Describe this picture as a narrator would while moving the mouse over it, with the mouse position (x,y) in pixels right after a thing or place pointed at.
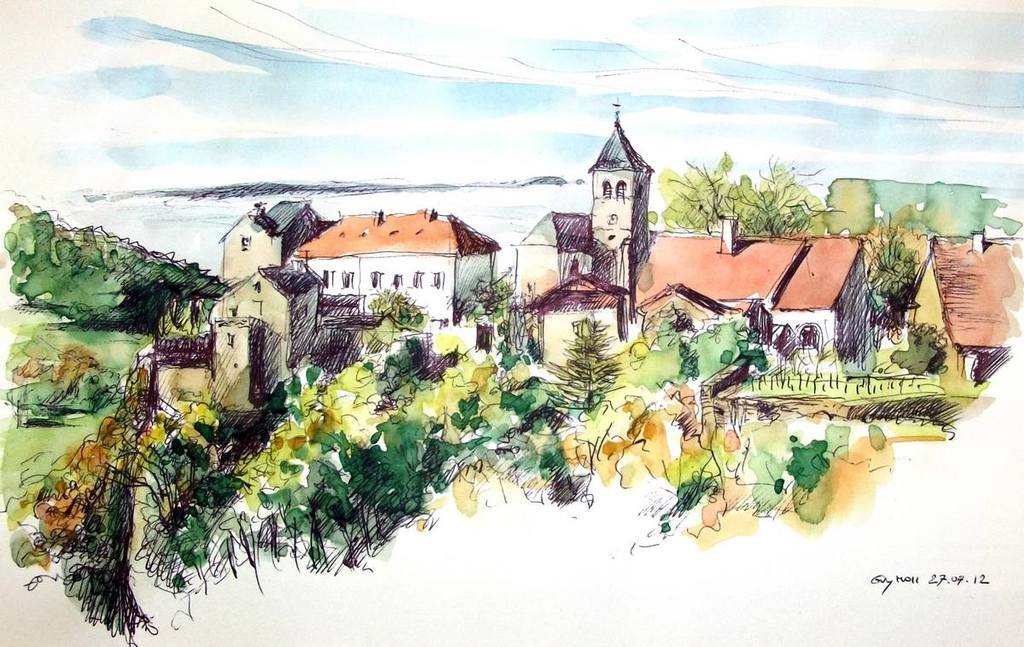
In this image we can see painting (187,417) of houses (600,301) and trees (136,446).
